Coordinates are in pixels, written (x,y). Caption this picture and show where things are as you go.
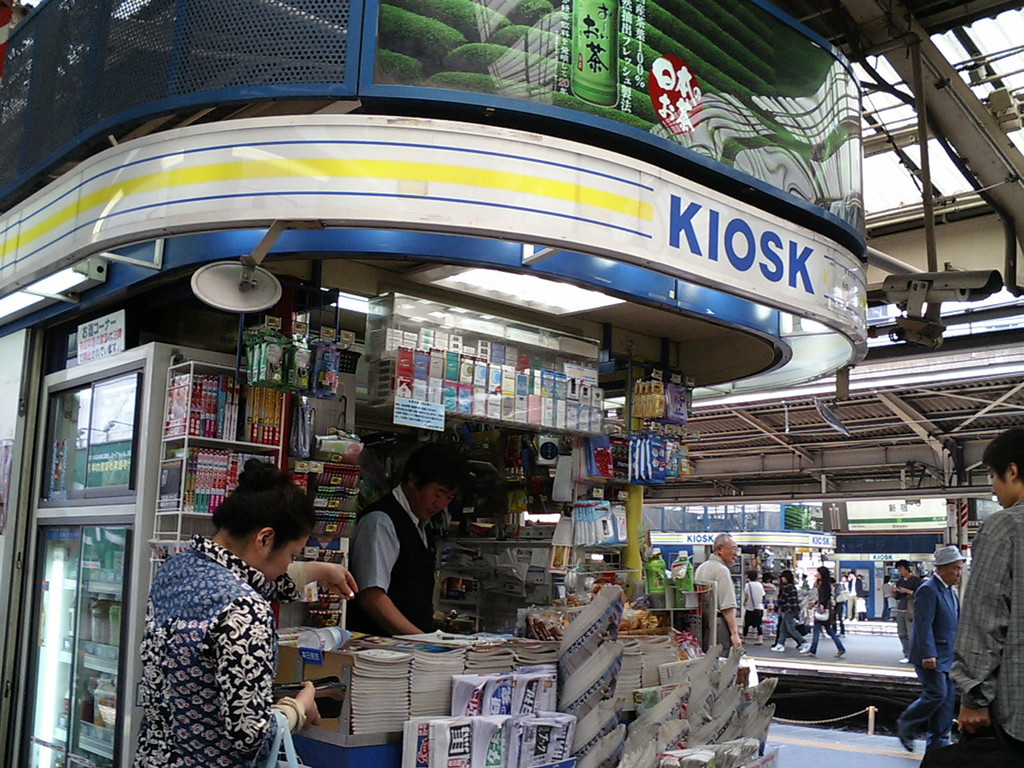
In this picture we can see a store (487,668) in the front (481,652), there are some books (257,394) present in this store (370,496), we can see three persons (414,541) in the front (985,629), in the background (945,655) there are some people (928,666) walking, we can see metal rods (951,156) at the top of the picture (954,138).
